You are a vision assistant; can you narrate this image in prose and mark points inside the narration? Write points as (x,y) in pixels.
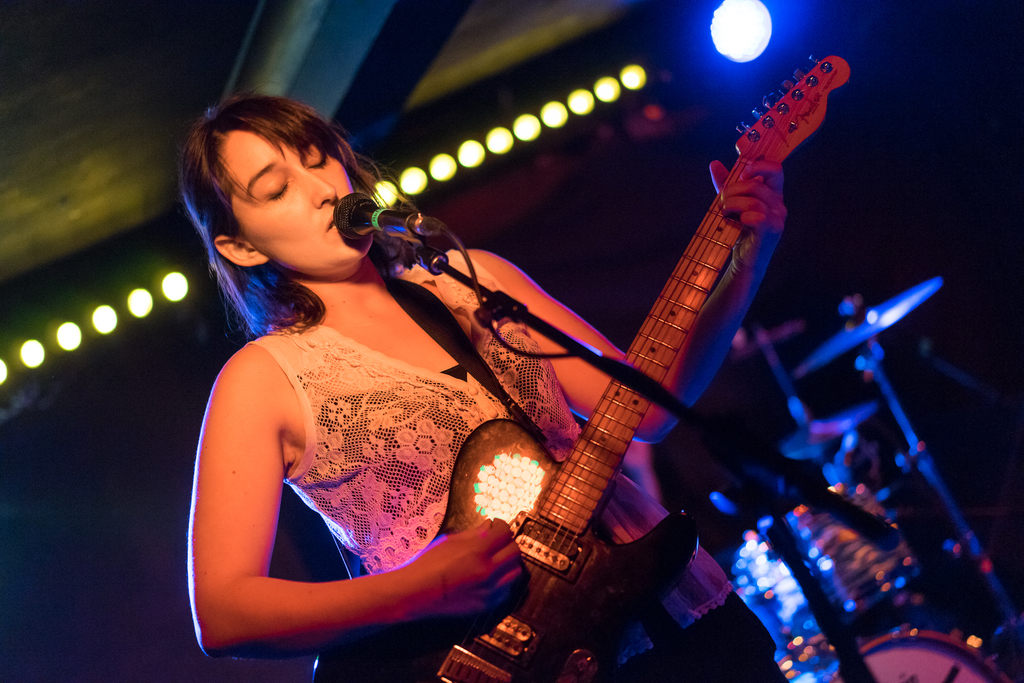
This is a picture of a women (239,450), the woman (316,400) is singing a song and playing a guitar (700,273). This is a microphone (406,232) and this is a stand (637,382) and background of the women (416,363) is a music instruments (811,367) and a wall (106,409) with lights (108,319).
